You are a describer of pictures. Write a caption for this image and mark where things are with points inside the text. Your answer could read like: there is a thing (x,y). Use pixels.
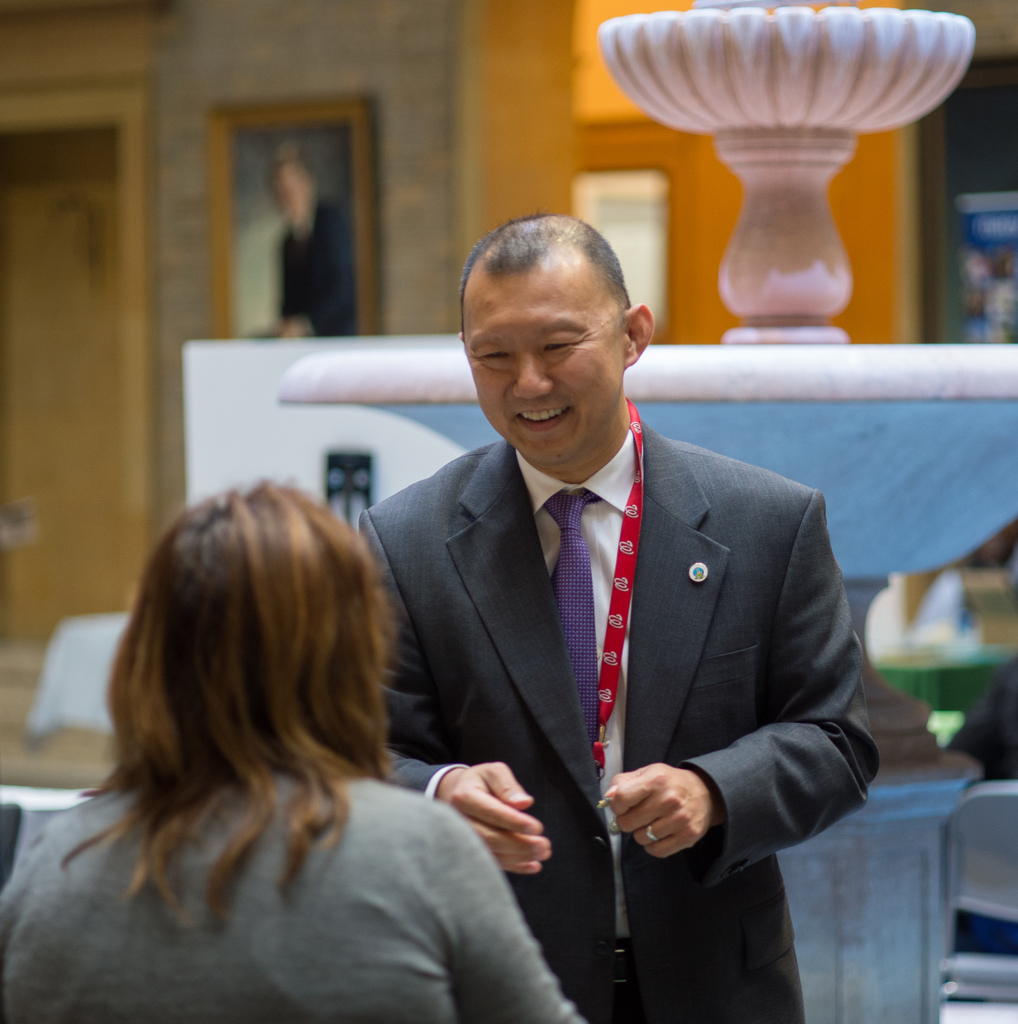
In this image there is a woman (303,990) sitting and a man (540,689) standing, in the background (311,388) there is a fountain (829,231) and a wall (861,237) in that wall (861,237) there is a photograph (331,267) and it is blurred.
